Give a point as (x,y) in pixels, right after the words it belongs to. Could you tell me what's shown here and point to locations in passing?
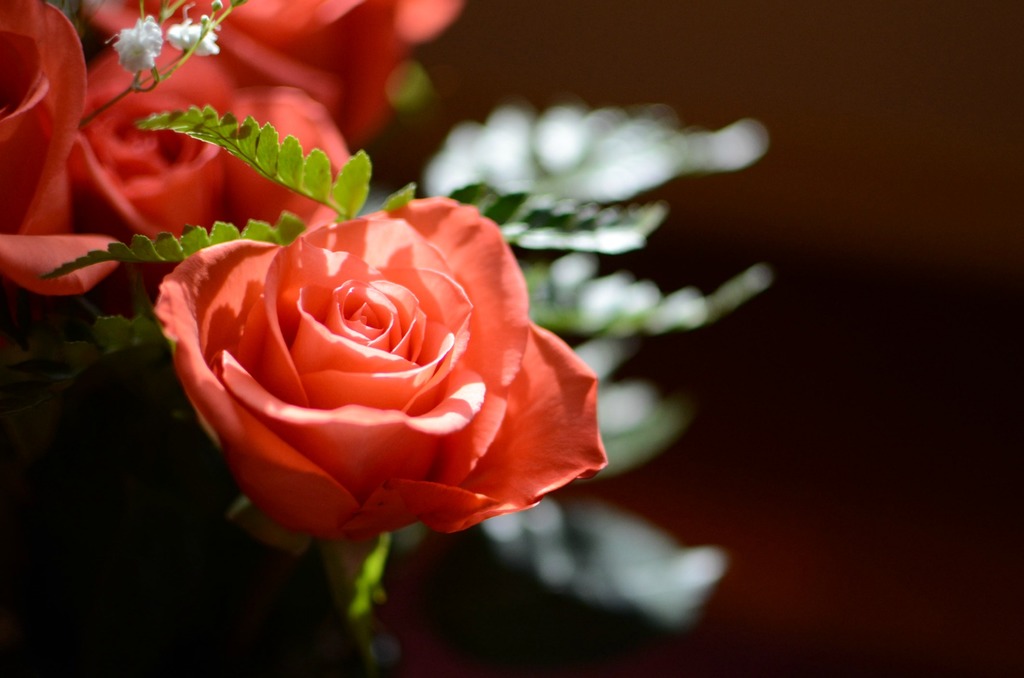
This picture shows flowers (58,69) and leaves (569,248) flowers (170,182) are orange in color.
